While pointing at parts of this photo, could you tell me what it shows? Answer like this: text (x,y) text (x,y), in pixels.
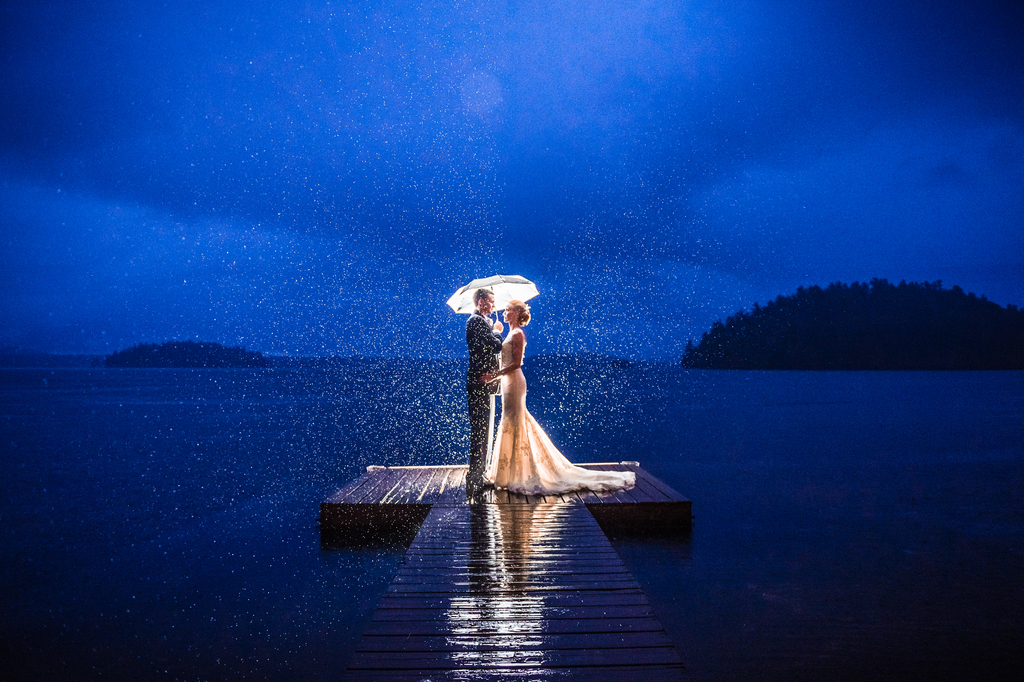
In the background (373,226) we can see a cloudy blue sky (845,165), it's dark and we can see hills (766,333) and the thicket (766,320). We can see a woman (515,354) and a man (489,333) are standing on a wooden platform (598,499). A man (493,298) is holding an umbrella (494,278). We can see the water (254,450).
